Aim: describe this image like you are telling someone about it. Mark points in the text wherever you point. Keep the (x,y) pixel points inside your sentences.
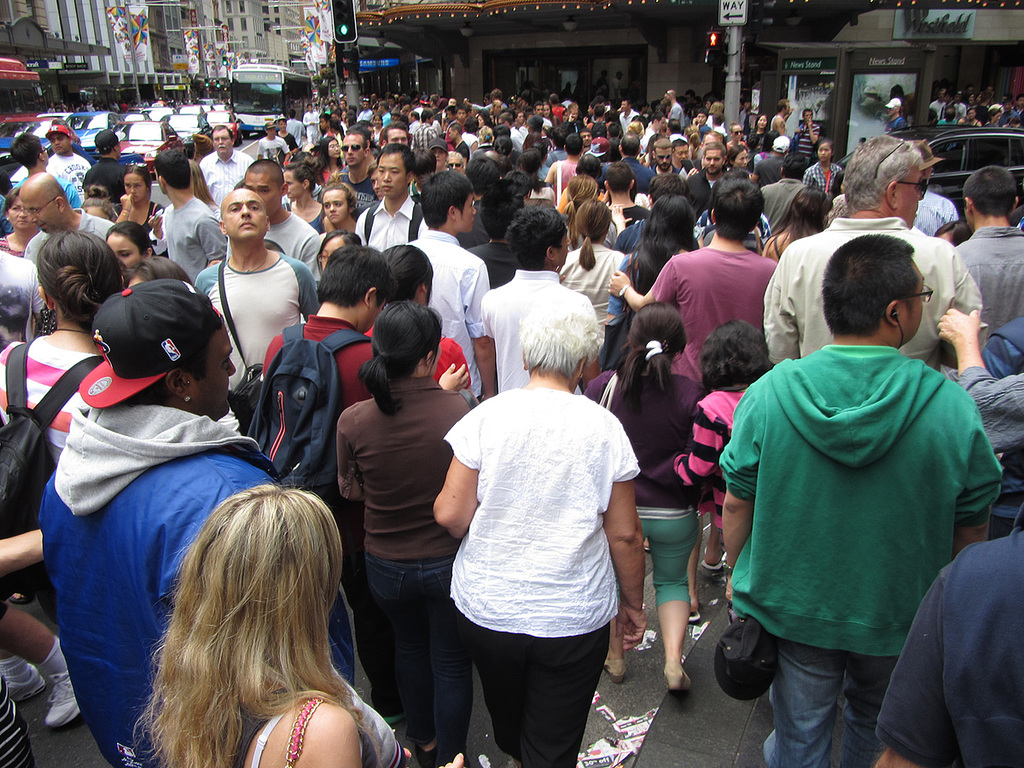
In this image I can see a huge crowd of people (382,185) standing and walking on the road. I can see signals (341,34), poles (733,77), cars (989,156), other vehicles (231,105) and buildings (240,32) in this image.
